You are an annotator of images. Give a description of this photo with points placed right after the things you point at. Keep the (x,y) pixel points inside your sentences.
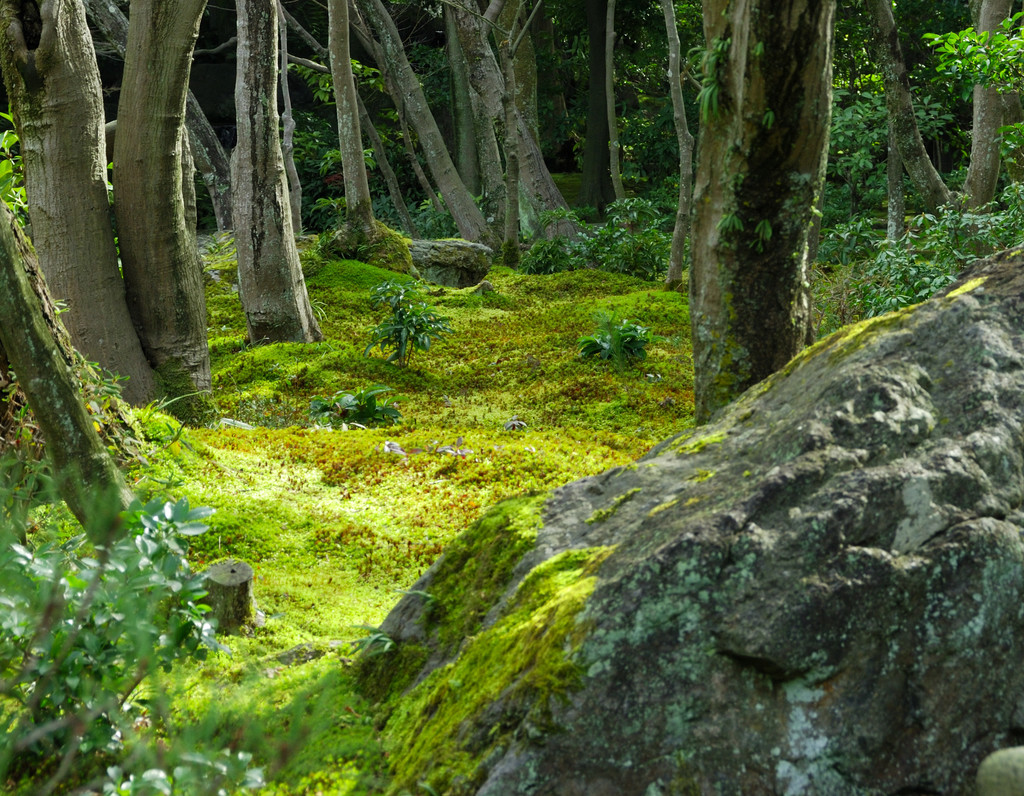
In this image we can see some stones (536,608) and trees (488,168).
